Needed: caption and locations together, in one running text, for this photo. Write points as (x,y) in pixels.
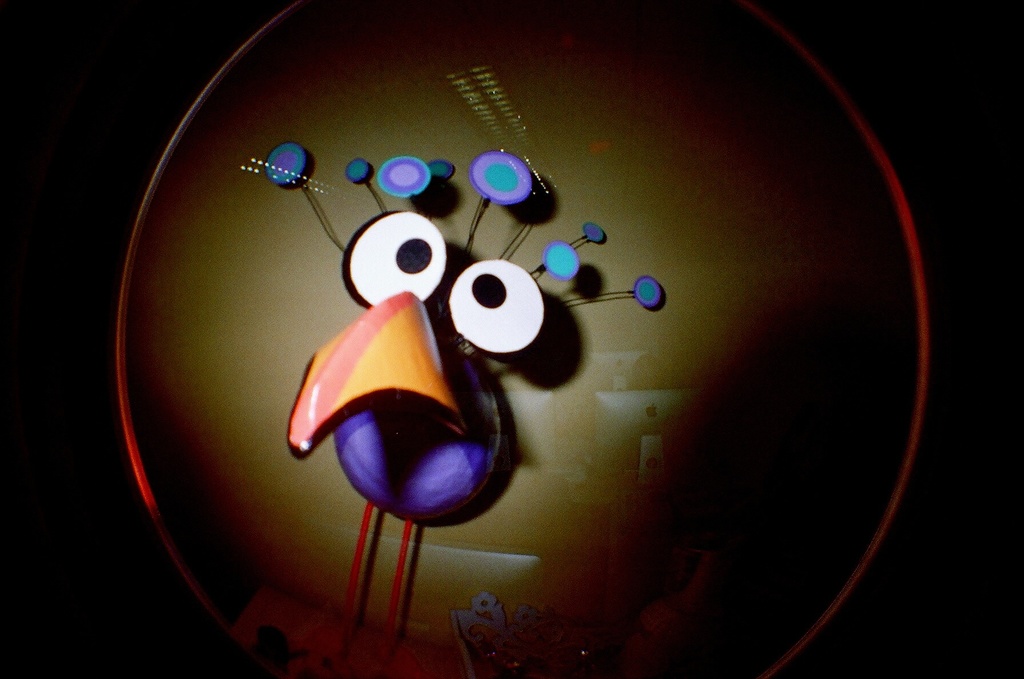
In this image I can see the cartoon picture (440,492). In the background (521,419) I can see few systems (657,456).
